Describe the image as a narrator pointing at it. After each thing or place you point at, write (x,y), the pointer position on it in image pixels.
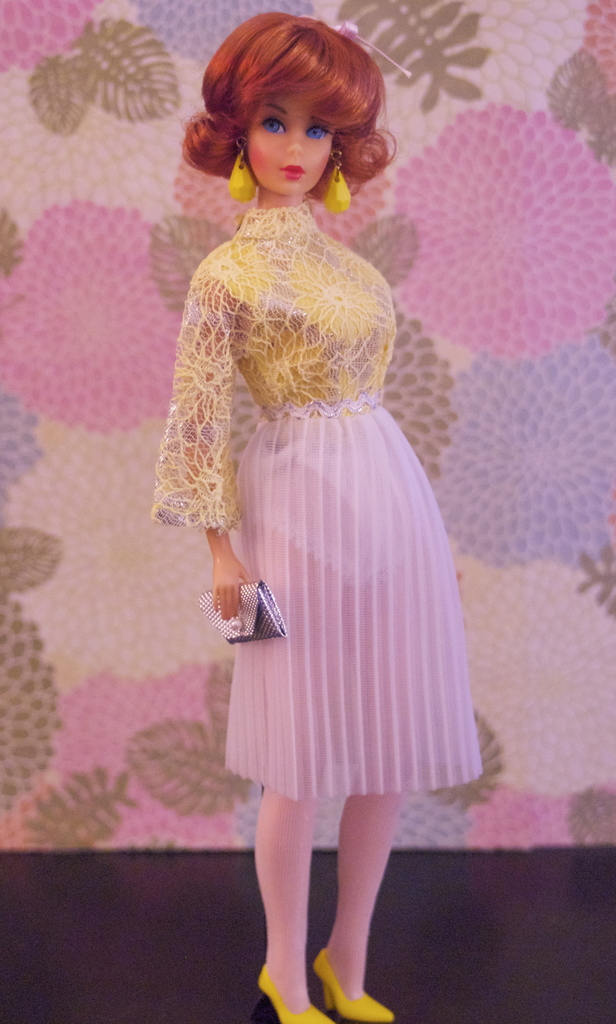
In this image we can see a doll (284,891) which resembles like a human (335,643) and in the background (102,735), we can see an object (75,546) which looks like a wall (340,801) with floral design (116,747).
